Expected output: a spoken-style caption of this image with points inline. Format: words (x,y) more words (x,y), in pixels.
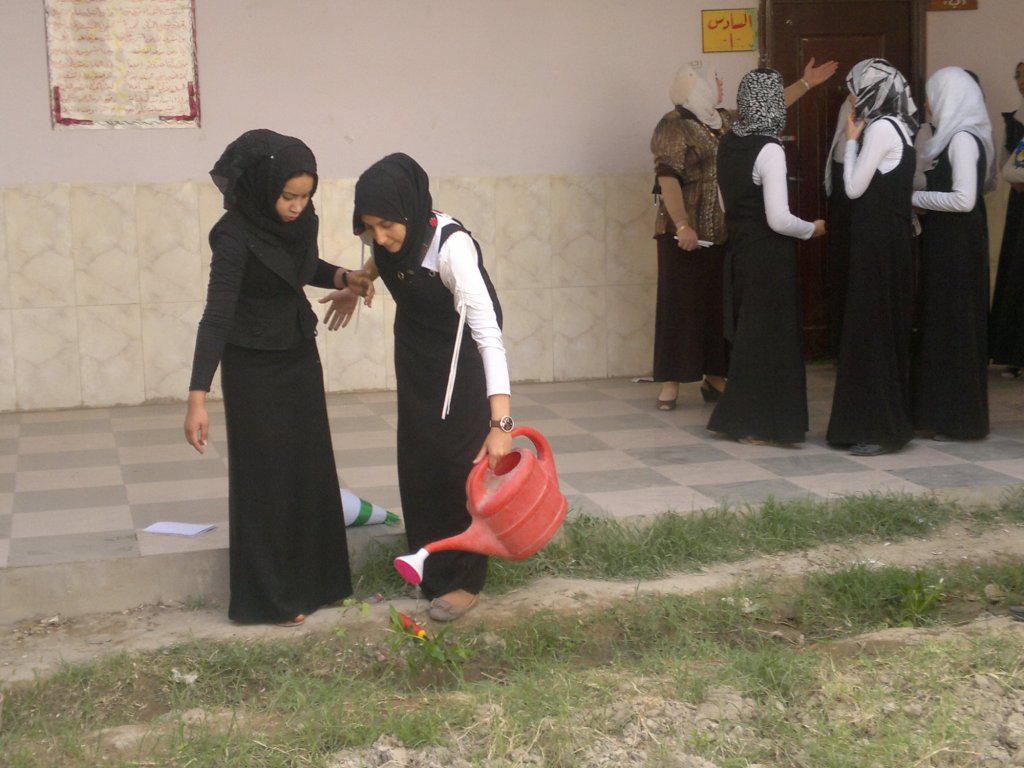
In the foreground of the picture (399,477) there are two woman (426,352) watering the plants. In foreground (605,615) there is grass (670,551). On the right (953,228) there are women (983,171) standing. In the background (265,82) it is wall (210,127), to wall (222,46) there is a poster (191,45).
